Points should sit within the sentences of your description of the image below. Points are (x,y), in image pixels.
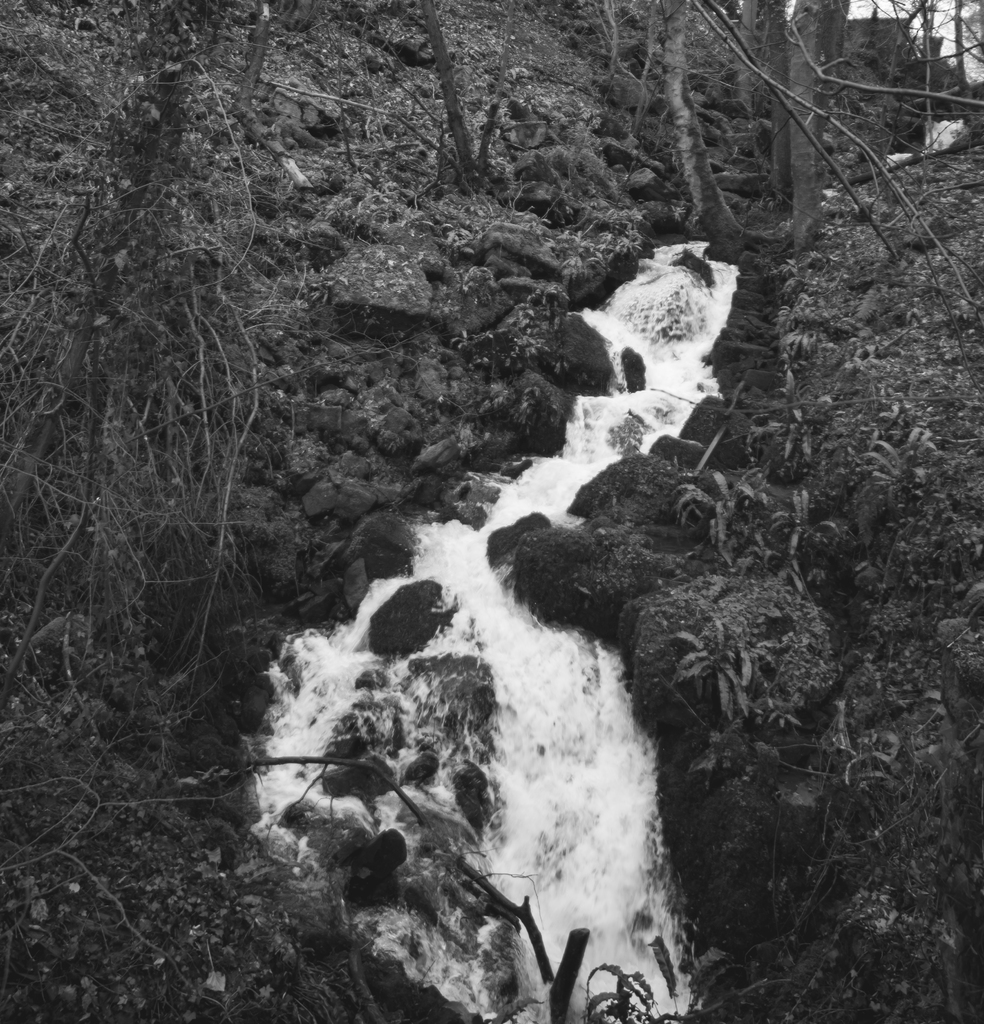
In the center of the image (576,674) we can see a waterfall (500,801). In the background (259,32) there are trees (467,147).
